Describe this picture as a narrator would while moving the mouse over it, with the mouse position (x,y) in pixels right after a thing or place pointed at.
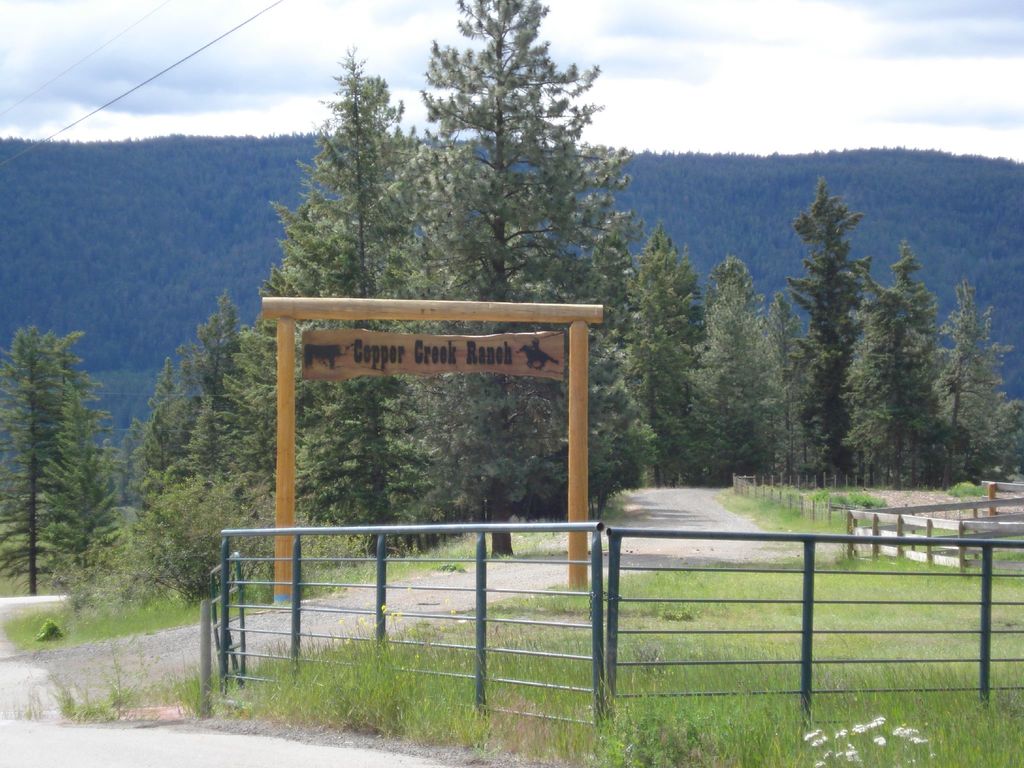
In this image there is a road (364,750) at the bottom (157,640). There are trees (146,454) on the left corner (114,544). There is a metal railing (1011,602) on the right corner (1021,539). There is a metal railing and a wooden object (294,326) with text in the foreground (409,361). There are trees (244,264) in the background (234,262). And there is sky (861,15) at the top (959,18).
